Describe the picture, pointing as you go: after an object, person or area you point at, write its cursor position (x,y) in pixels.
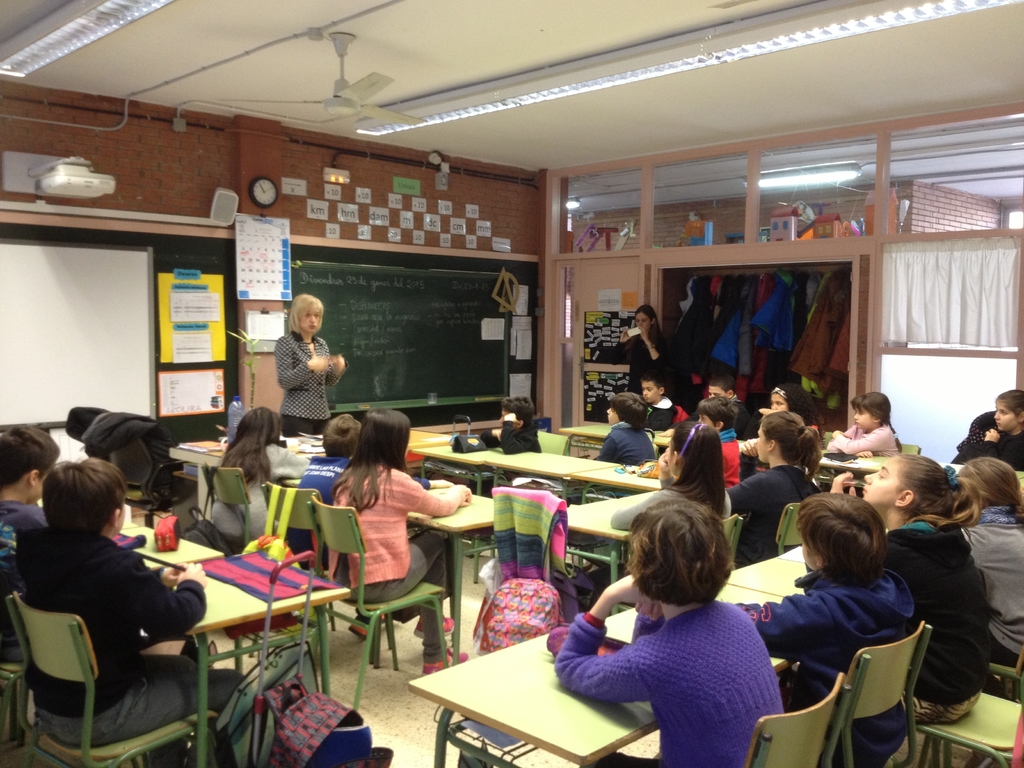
In this image I can see group of people (674,633) sitting on the chairs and listening to the speech given by the woman (307,374). In-front of her there is a table (317,445) with books (299,448) and bottle (231,437). At the right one woman (642,360) is standing and holding something. In the background (332,263) there is a clock (268,190), fan (354,84), light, board (330,265) and some of the stickers (187,296) that are attached to the wall (541,250). And there are some clothes (739,325) hanging in the cupboard (854,315).
